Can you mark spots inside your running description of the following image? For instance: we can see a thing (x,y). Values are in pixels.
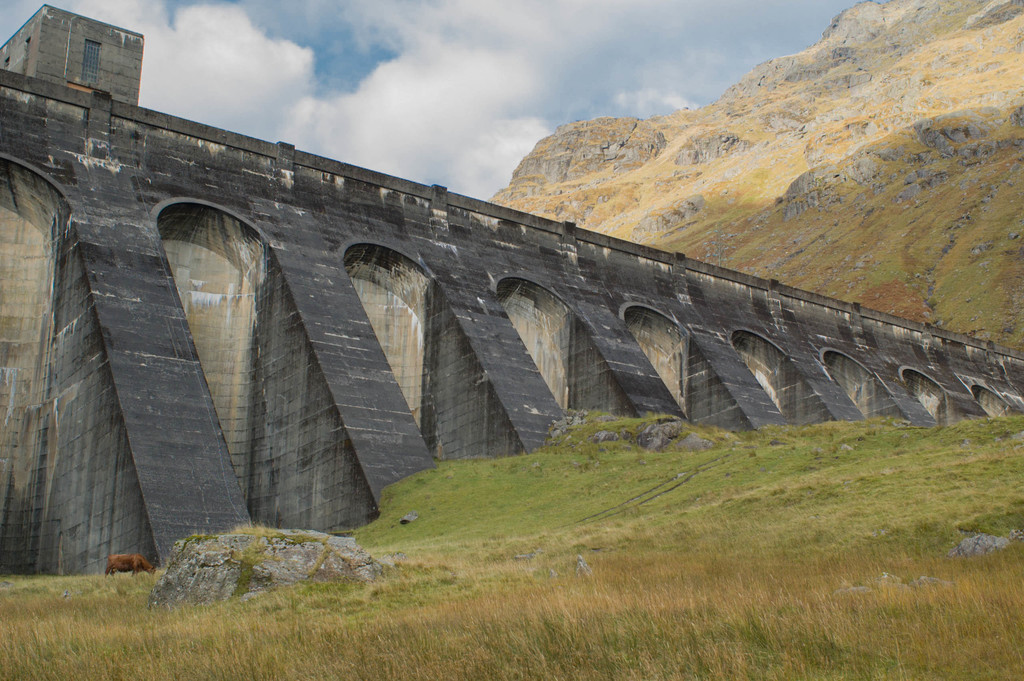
There is a grassy land (625,602) at the bottom of this image (732,585). We can see a dam (266,307) in the middle of this image (516,298). There is a mountain (783,179) on the right side of this image (927,280) and the cloudy sky (425,44) is in the background (498,67).
